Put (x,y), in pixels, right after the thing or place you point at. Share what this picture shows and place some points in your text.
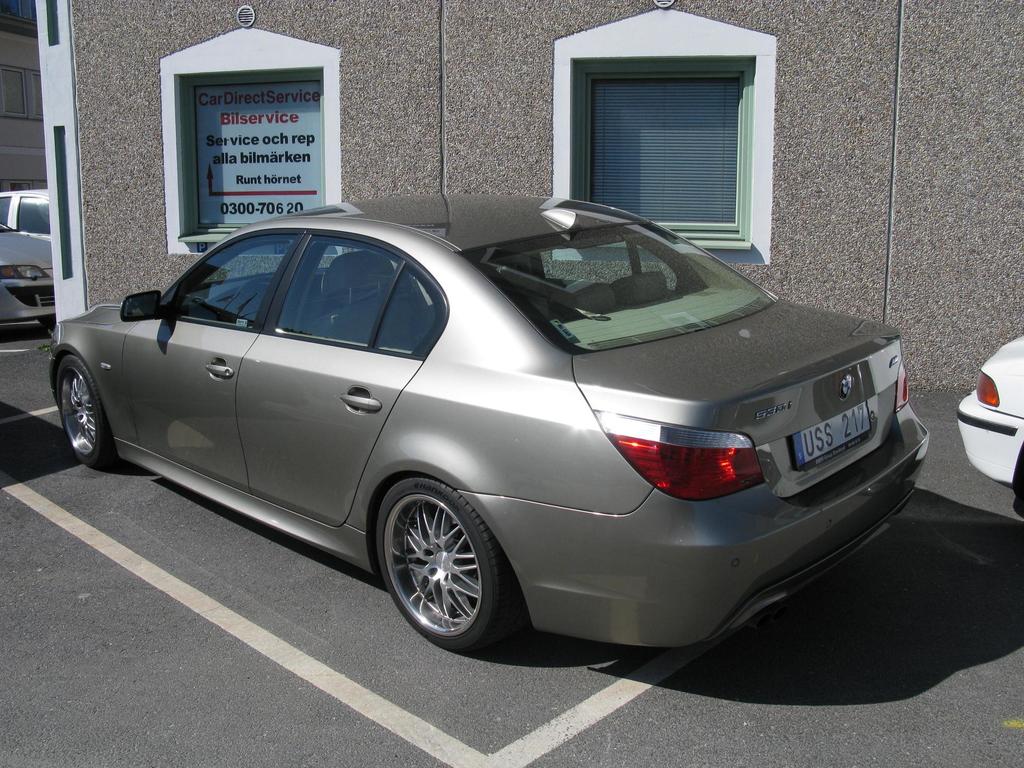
In this image we can see cars (648,520) on the road (817,618). There are buildings (26,159), text (215,149) written on an object (221,152) on the wall (1011,166), windows (638,171) and window blind (688,221).
